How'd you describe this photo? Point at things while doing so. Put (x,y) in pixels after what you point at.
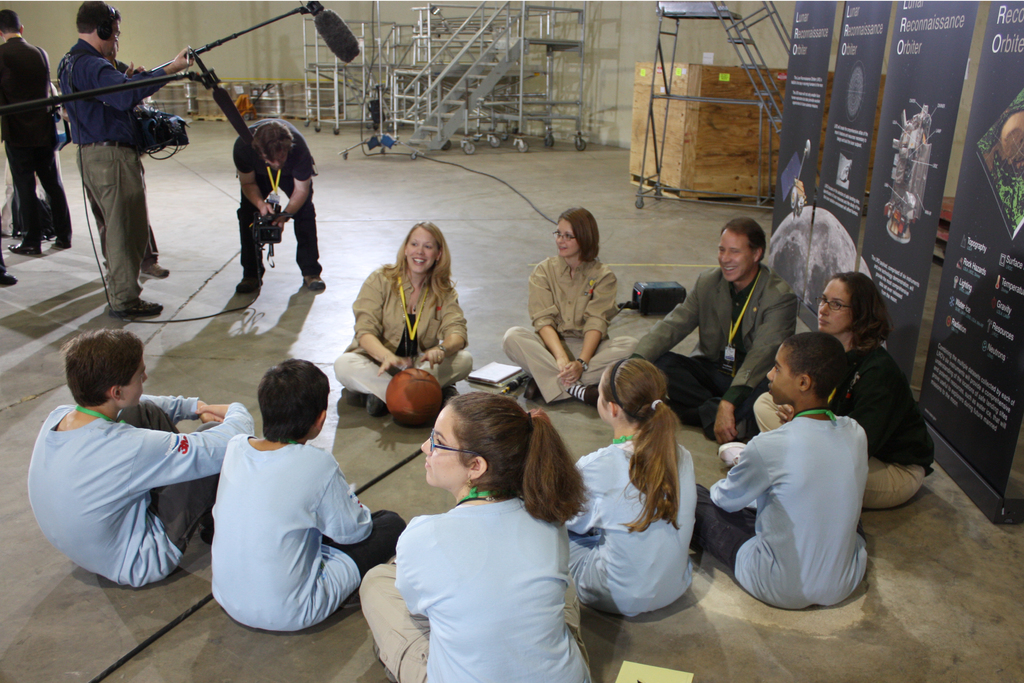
There are few persons (517,566) sitting on the floor (867,619). Here we can see a ball (426,406), book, and hoardings (888,161). There are few persons (67,87) standing on the floor (354,196) and he is holding a camera (271,218) with his hands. In the background (511,19) we can see ladders (516,45), wooden box (721,108), and a wall (630,41).
